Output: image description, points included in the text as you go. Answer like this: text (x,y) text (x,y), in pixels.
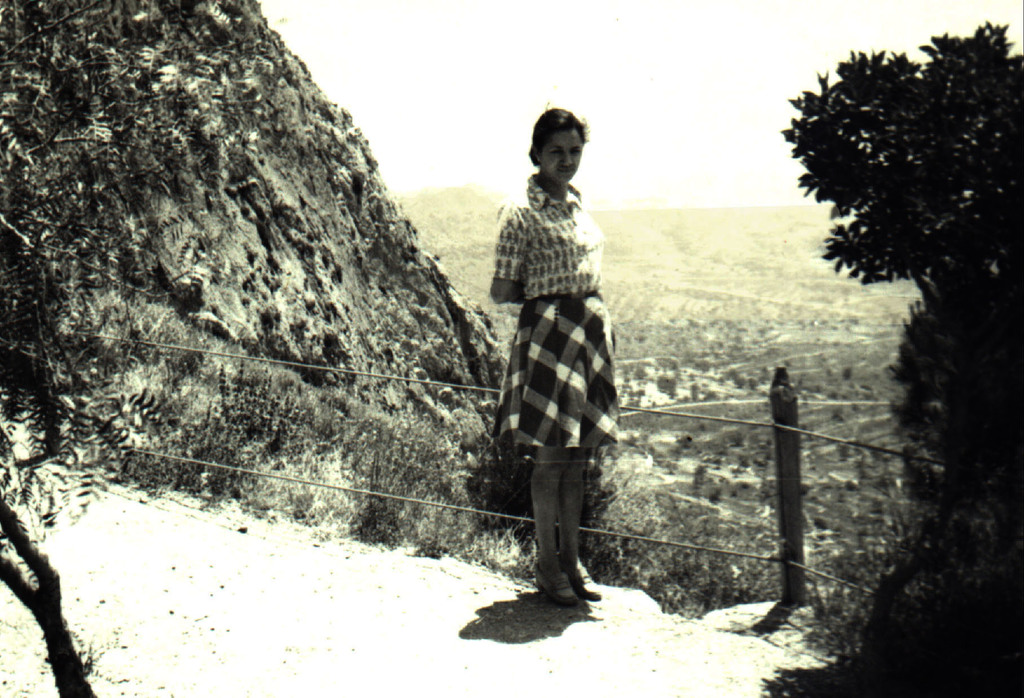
There is a lady (574,310) standing. Near to her there is a pole (775,410) with ropes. There are trees (865,238), hill (399,210). In the background (749,261) it is blurred.
